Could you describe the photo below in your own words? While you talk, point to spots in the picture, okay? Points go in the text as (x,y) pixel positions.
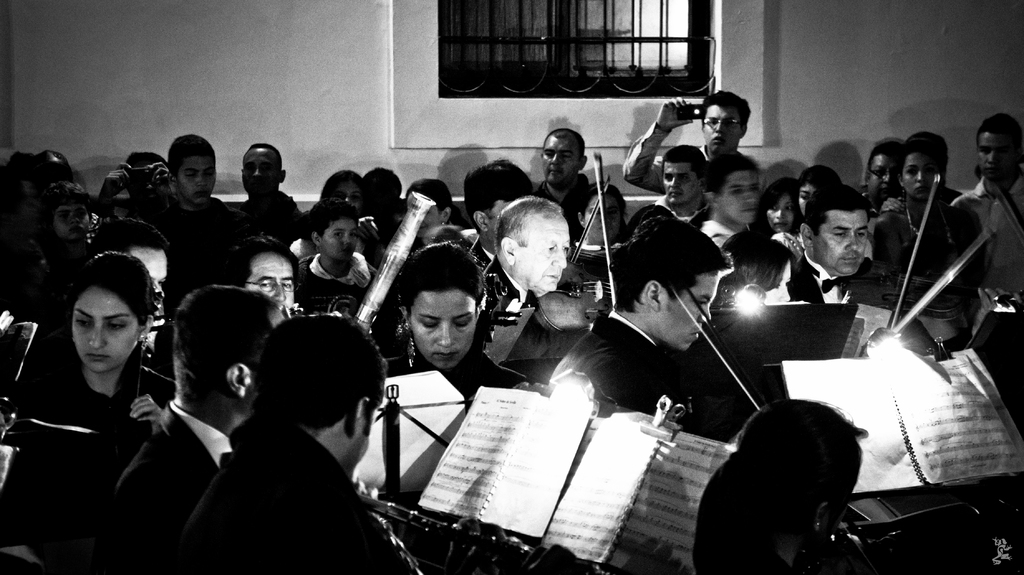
There is a room (820,325). There is a group of people (819,298). They are playing musical instruments (685,307). They are wearing a black dress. In the center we have a person (707,150). He's holding a camera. We can see in background (442,16) wall (428,5) and window (498,25).
